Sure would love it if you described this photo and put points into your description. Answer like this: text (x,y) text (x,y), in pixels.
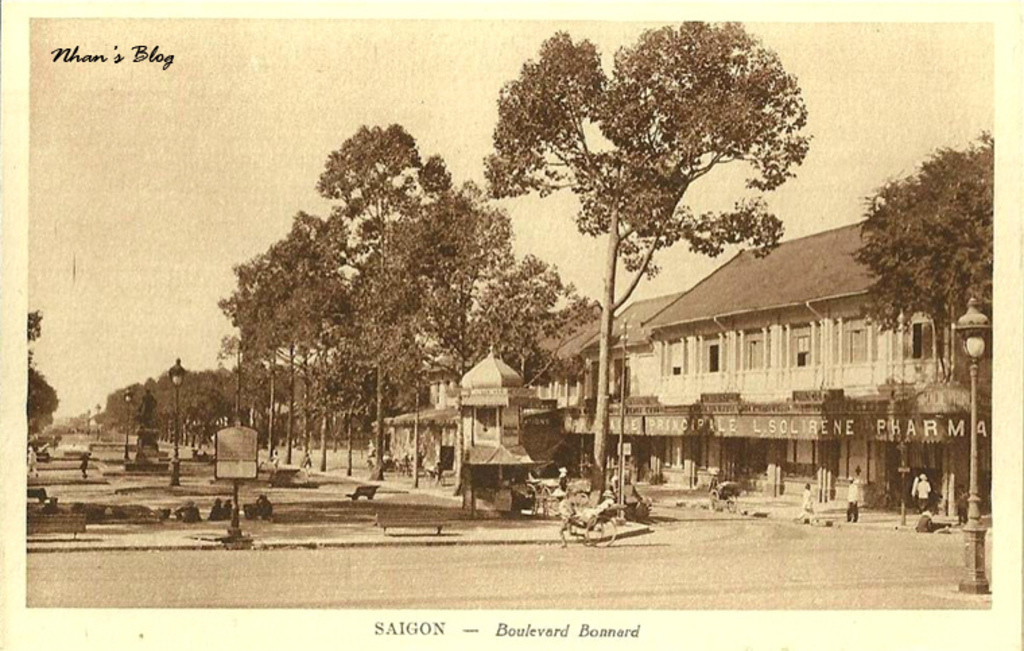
This is a poster having texts (94,52) and an image. In this image, we can see there is a person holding a trolley (599,531) and running on a road (485,548), there are buildings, poles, persons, trees (323,432), grass (116,459), benches (27,500), a statue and there is the sky (821,98).
